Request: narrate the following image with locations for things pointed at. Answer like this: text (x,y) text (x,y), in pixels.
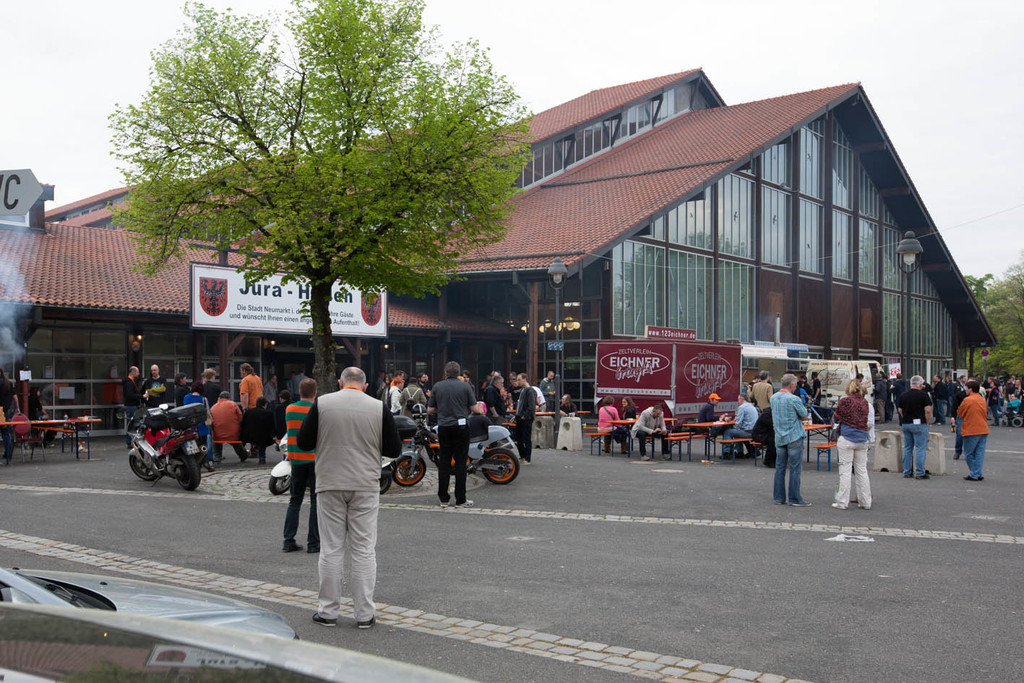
In the picture I can see a group of people (404,405) on the road (218,512). I can see a few of them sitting on the benches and a few (543,382) of them standing on the road (947,430). I can see the motorcycles (508,443) on the road (192,505). There is a tree (329,197) on the left side (312,146). I can see the house (668,172) and glass windows (768,218). I can see two cars (144,664) on the bottom left side of the picture (83,600).
